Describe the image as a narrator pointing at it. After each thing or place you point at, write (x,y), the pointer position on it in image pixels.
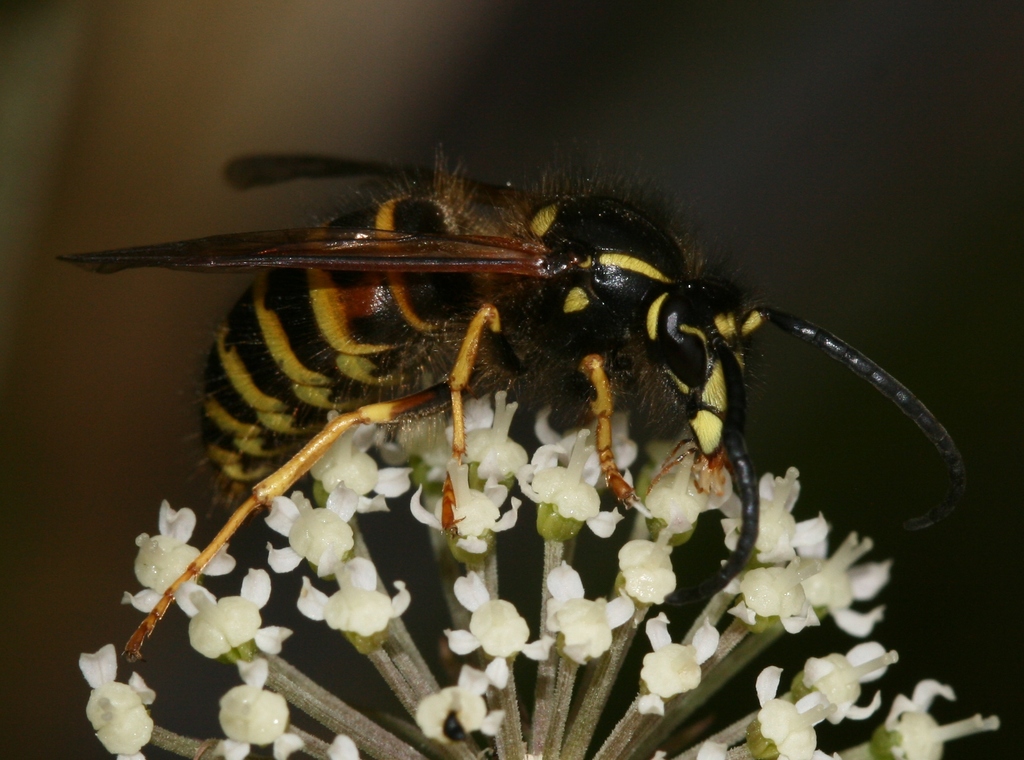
In this image we can see an insect (612,293) on the flowers (776,682). In the background (161,295) the image is blur.
